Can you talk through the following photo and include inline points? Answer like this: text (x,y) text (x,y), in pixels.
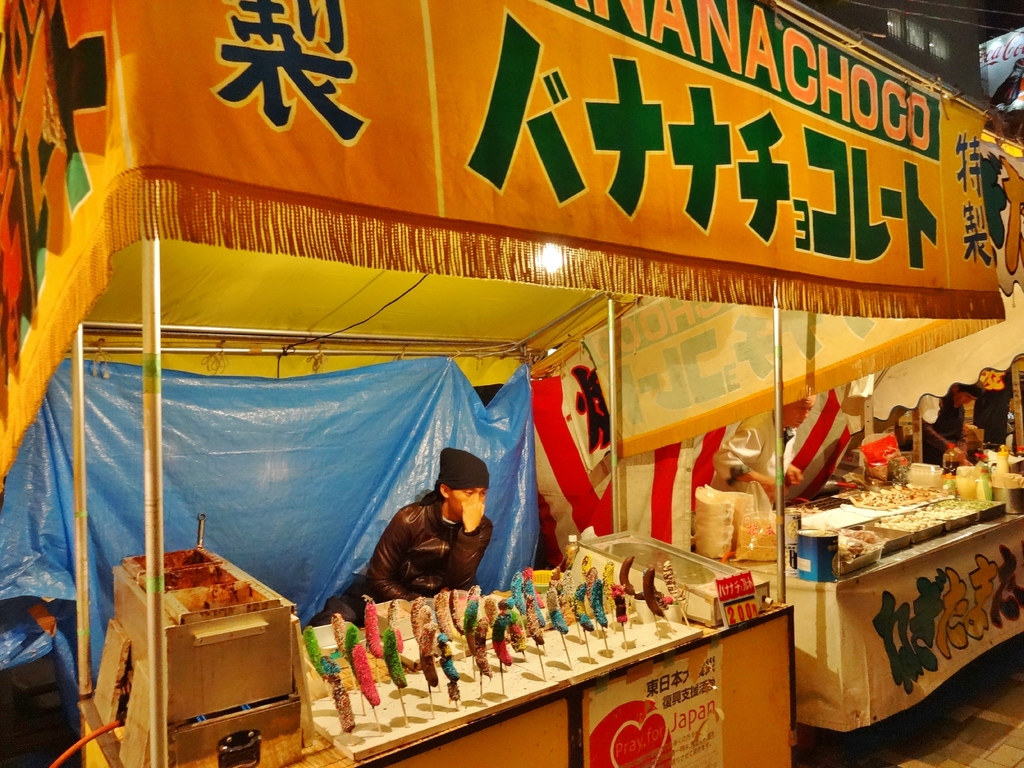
In this picture I can see some food stalls (493,654) and at the top of the image (372,78) there is a banner (632,143) on which something is written in Japanese language and also in english alphabets (874,107).
